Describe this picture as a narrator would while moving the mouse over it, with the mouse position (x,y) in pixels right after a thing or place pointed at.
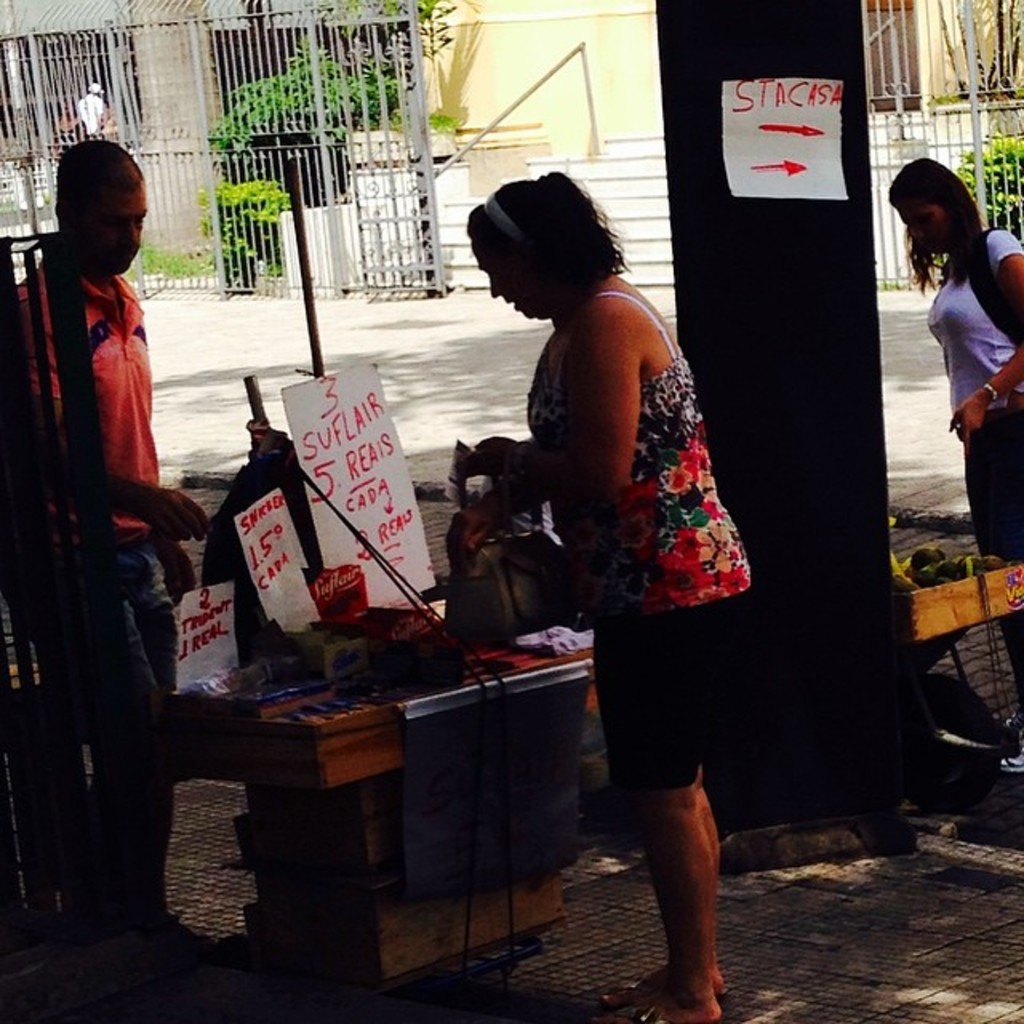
In this image we can see a women (615,631) standing on the road (645,934) and holding a handbag (547,558) in her hands (498,483). This is the table (315,750) where few things (471,666) are placed on it. In the background of the image (350,202) we can see a fence (284,121), building (478,117) and trees (240,202).
